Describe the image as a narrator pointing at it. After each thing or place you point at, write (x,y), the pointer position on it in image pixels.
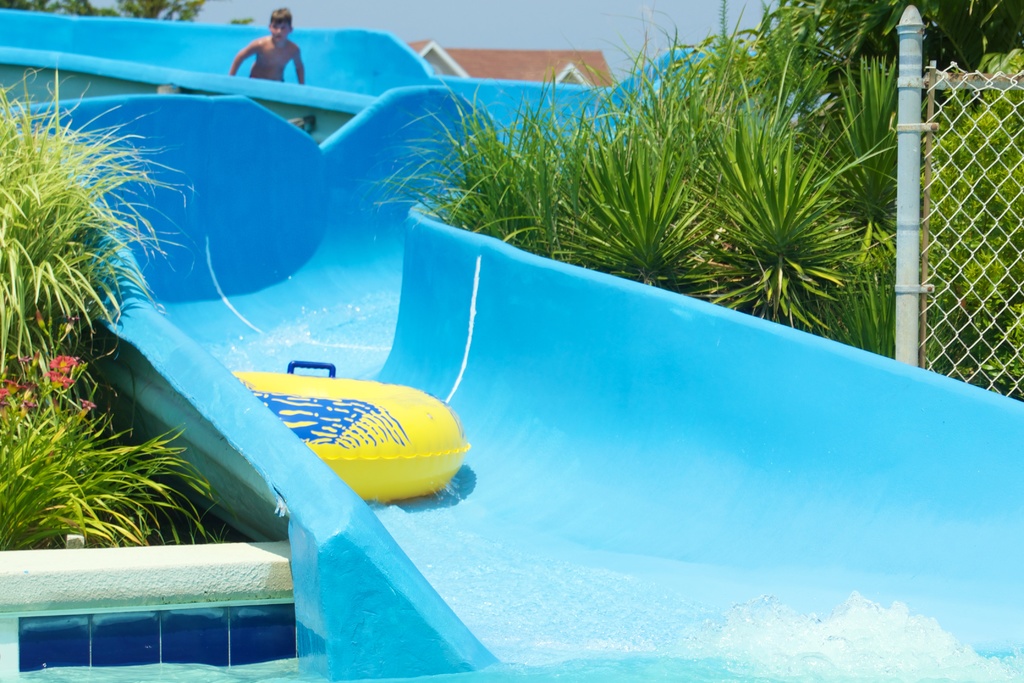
In this picture we can see a slide (662,558), on this slide (621,504) we can see a person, swim tube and in the background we can see plants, fence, roof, flowers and water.
